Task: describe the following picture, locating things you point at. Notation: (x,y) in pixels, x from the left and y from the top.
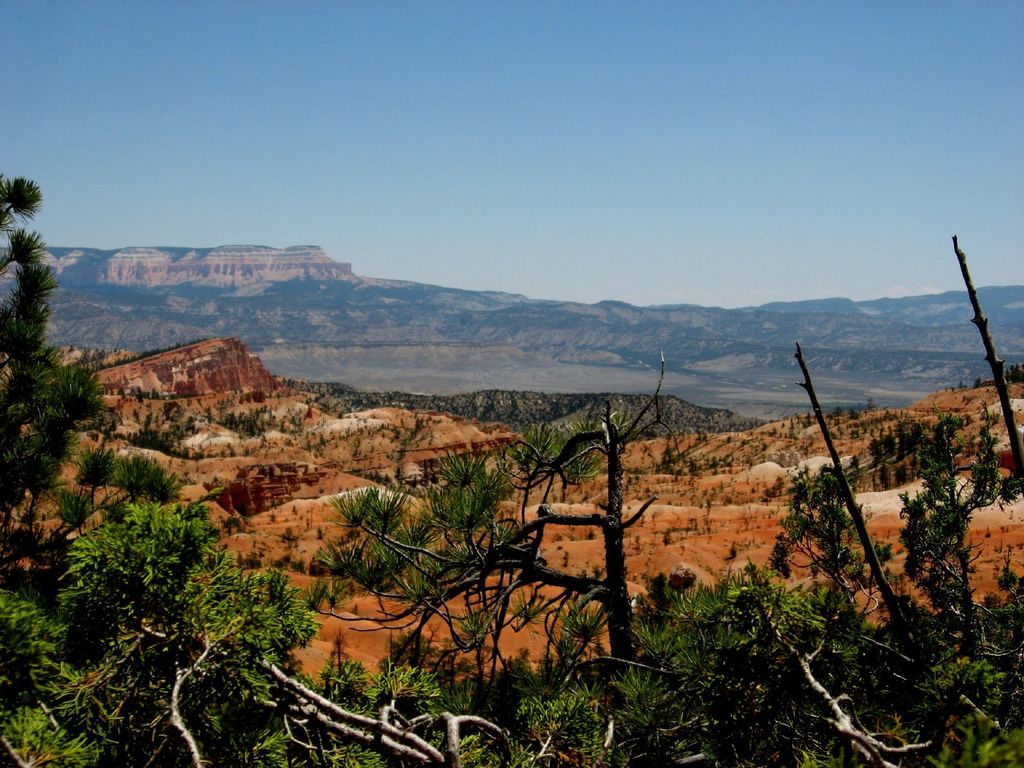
In this image we can see tree (237,574) and mountains (798,449). The sky (512,230) is in blue color.
